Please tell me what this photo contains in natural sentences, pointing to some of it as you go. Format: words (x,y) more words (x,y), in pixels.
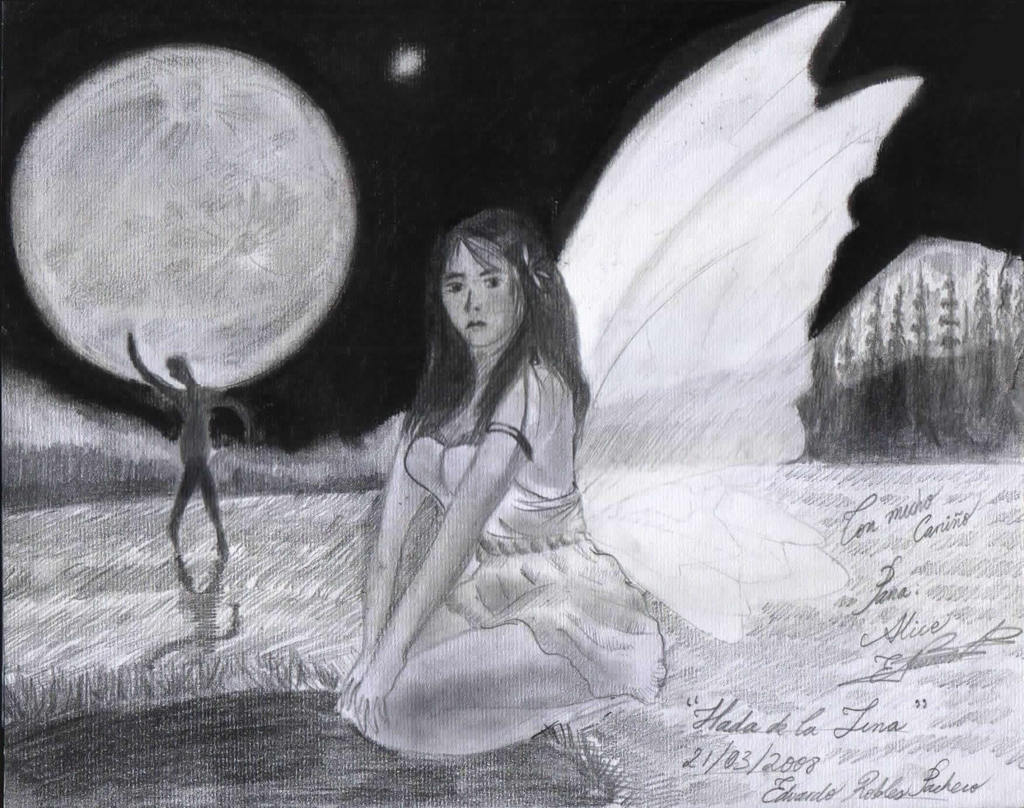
It is a sketch in this a beautiful woman (538,513) is sitting she has white color wings (719,319). In the left side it is a man structure (247,416).
